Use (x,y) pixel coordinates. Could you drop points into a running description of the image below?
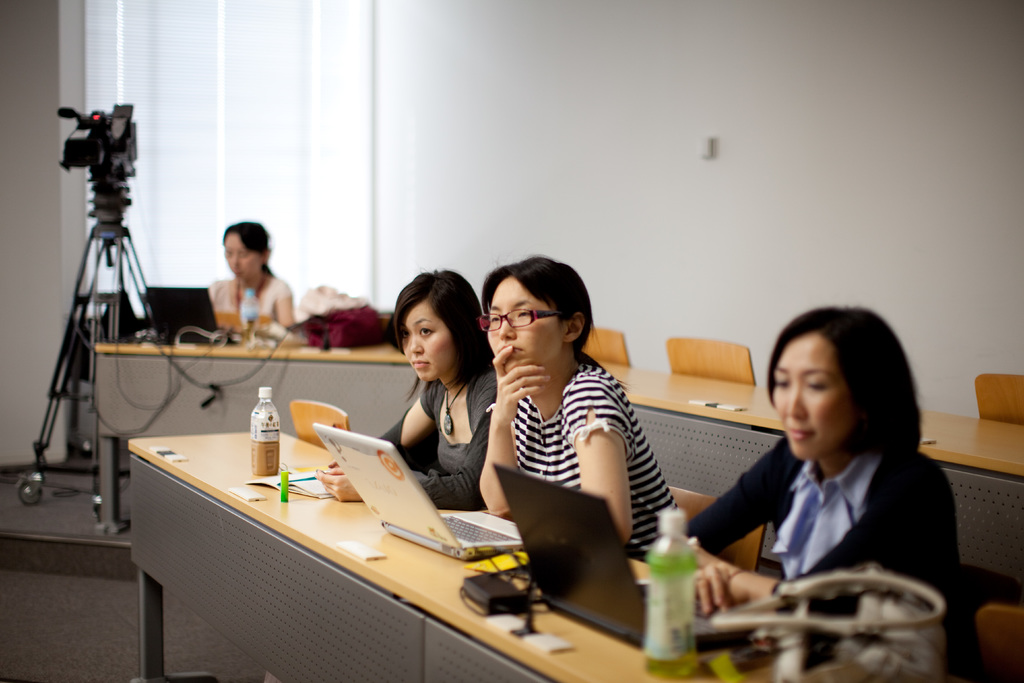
In this image we can see there are people (803,428) sitting on the chairs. There are laptops (390,447), bottles (691,669) and objects (477,603) on the table (485,621). There are chairs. There is a camera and a wall (719,125).
